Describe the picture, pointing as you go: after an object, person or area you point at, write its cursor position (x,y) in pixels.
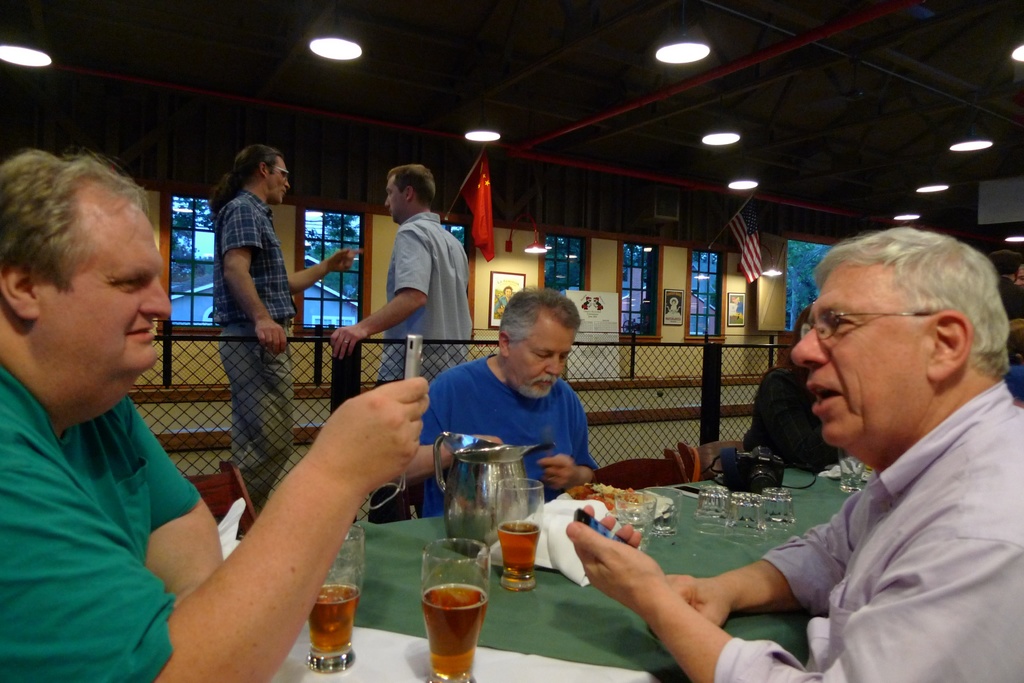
There are three persons (429,417) sitting. And two persons (420,290) standing. A person (872,536) in white shirt (853,543) is holding a mobile (616,534). In front of him there is a table (639,527). On the table (574,584), there are mat (364,582), glasses (501,529), jug (509,471) and food items (600,488). In the back (520,273) there are windows (630,280), walls (677,285), flags (490,204). On the wall (489,291) there are photo frames (504,289). There is a railing (681,386). On the ceiling (493,58) there are lights (665,58).
